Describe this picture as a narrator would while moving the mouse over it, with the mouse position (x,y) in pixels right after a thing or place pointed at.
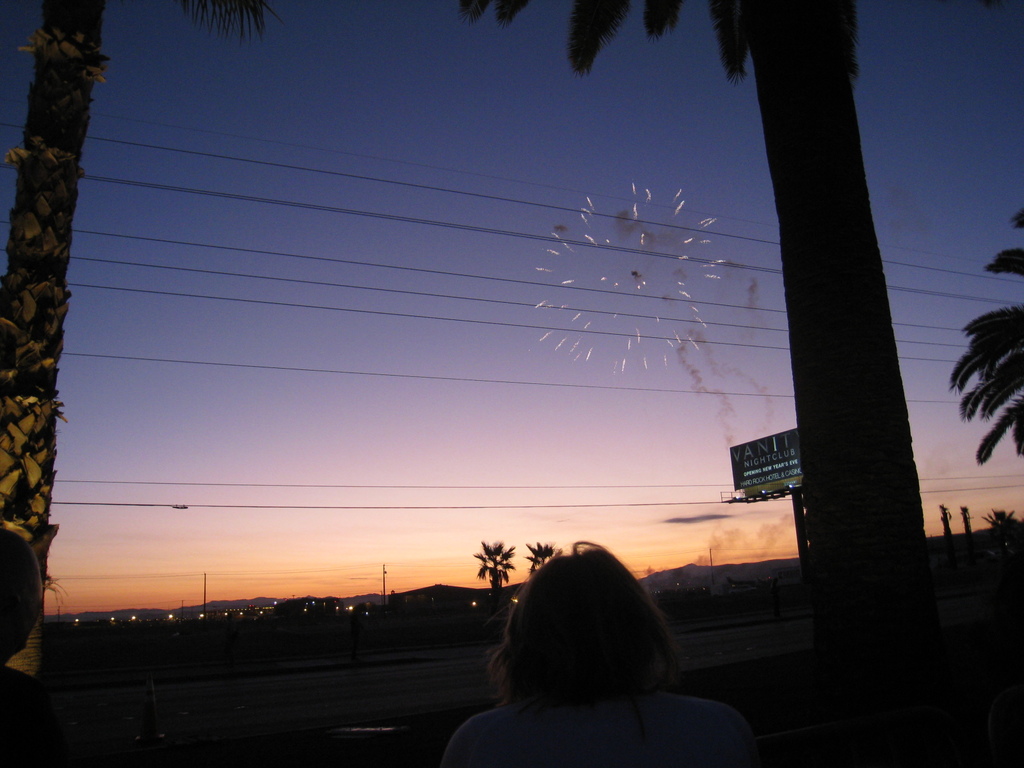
In this picture we can see a girl (557,707) standing in the front (507,738). Behind there are two coconut trees (482,556) and some lights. On the top (365,152) we can see the sunset sky (635,310) and burning crackers (646,322). On the right corner (846,687) we can see the tree trunk (900,536).
